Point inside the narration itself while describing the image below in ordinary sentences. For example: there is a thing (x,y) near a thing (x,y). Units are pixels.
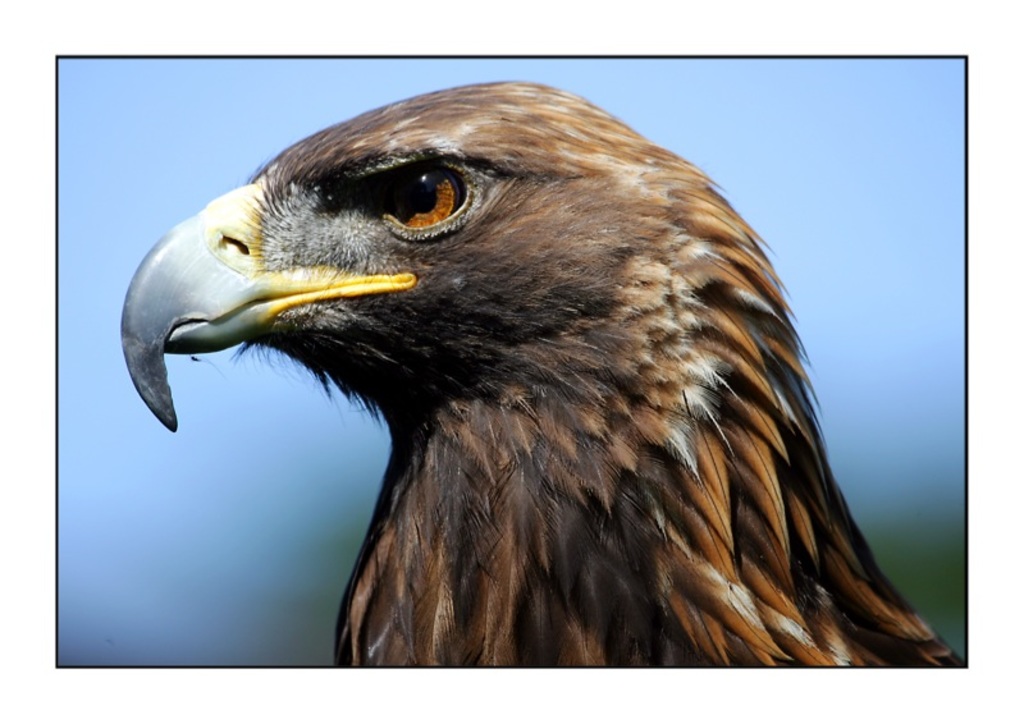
It is an edited image. I can see the face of an eagle (432,393). The background (218,526) looks blurry.
